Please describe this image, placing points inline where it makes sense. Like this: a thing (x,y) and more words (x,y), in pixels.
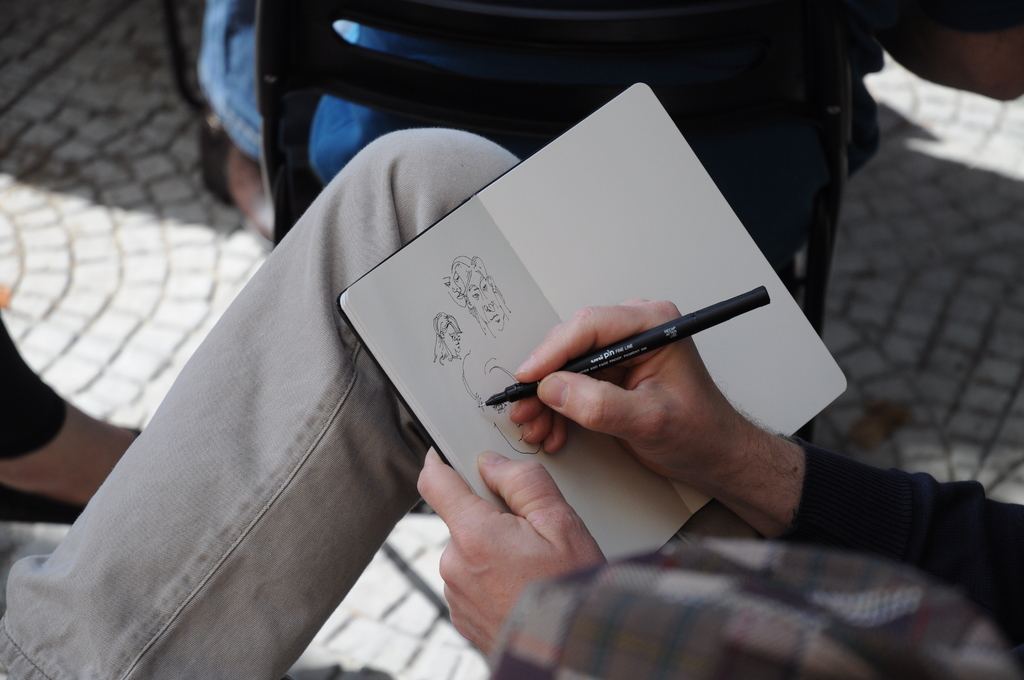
In this picture we can see people (765,648) on the ground (949,322) and one person (884,525) is holding a book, pen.
